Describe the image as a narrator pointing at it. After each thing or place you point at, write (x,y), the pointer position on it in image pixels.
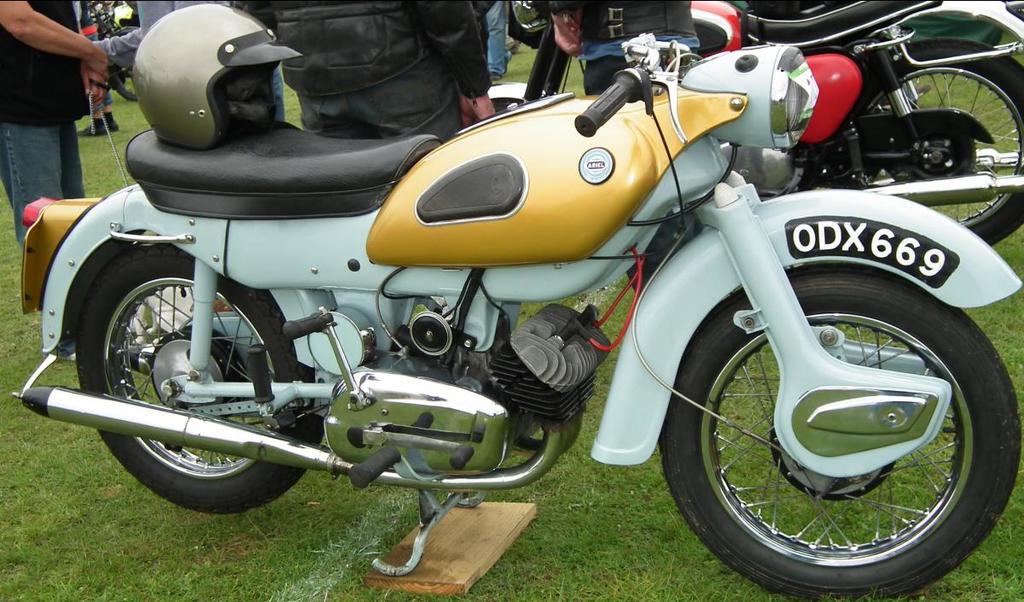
In this picture there is a bike (743,223) in the center of the image (681,365) on the grassland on which there is a helmet (261,60) and there is a bike (730,30) and people (123,50) at the top side of the image (311,85).
